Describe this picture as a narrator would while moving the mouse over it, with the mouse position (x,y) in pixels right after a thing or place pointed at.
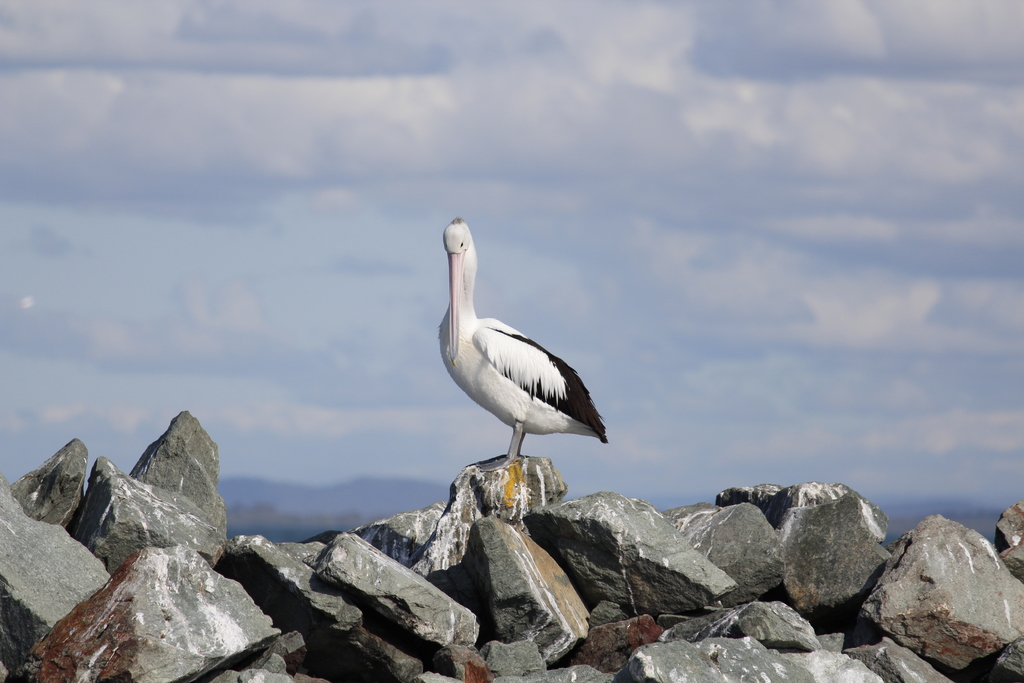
In this picture there is a pelican (535,365) standing on the stone (495,494). In the foreground (492,494) there are stones (481,562). At the back (386,504) there are mountains (386,491). At the top (509,163) there is sky (556,206) and there clouds (479,200).
